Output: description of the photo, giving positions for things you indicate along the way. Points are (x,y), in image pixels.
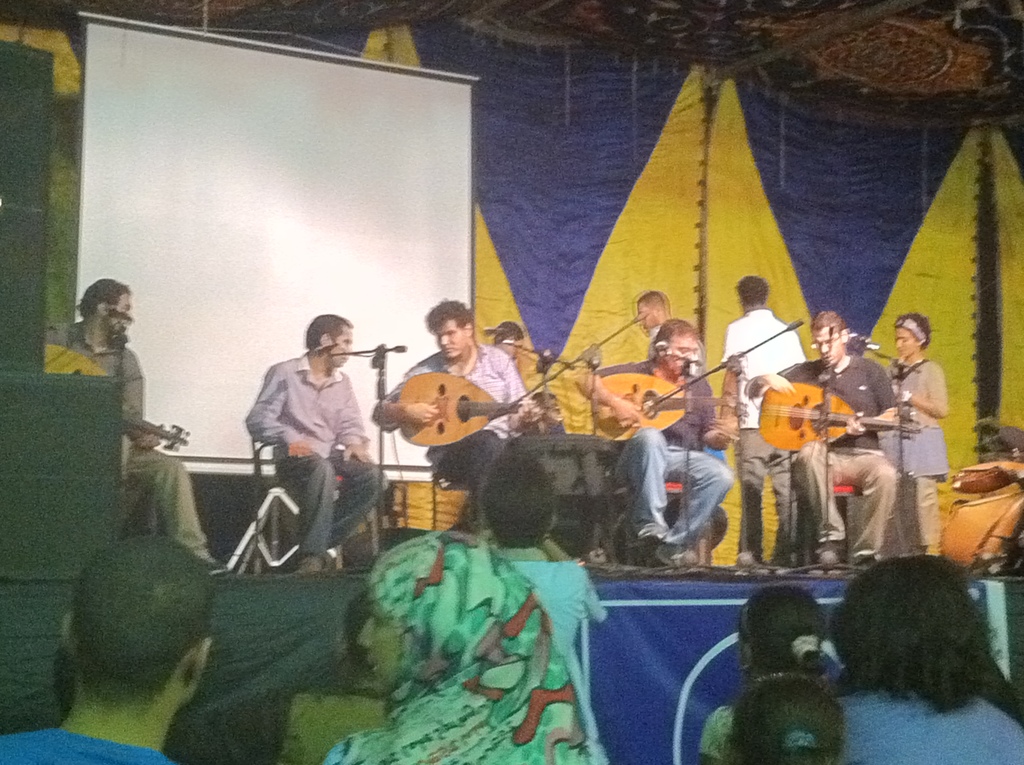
The picture is taken from a live concert. In the foreground of the picture (471,610) there are people (525,672) and kids (814,697). In the center of the picture (531,431) there are people (346,401) playing musical instruments (672,406), on a stage (221,592). On the stage (354,556) there are microphones (827,451), speakers (55,384), people (518,414) and projector screen (314,192). In the background (617,174) there are curtains (580,137). At the top (767,32) it is tent (871,30).
